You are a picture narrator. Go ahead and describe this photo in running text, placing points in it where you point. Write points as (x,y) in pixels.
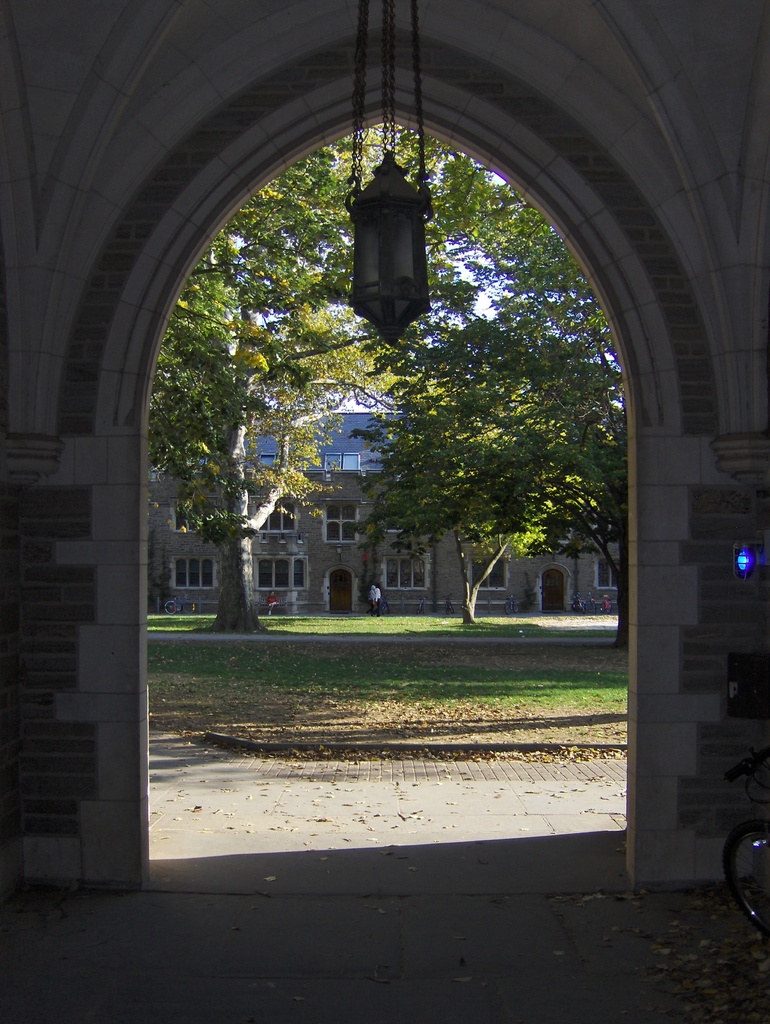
The picture is taken inside a building (674,487). This is an entrance (414,111). On the top (421,274) there is a light (420,298). Here there is a bike (742,850). In the background (539,459) there are buildings (351,509), trees (271,479). A person (374,601) is standing here. On the ground (464,674) there are dried leaves (472,711).
